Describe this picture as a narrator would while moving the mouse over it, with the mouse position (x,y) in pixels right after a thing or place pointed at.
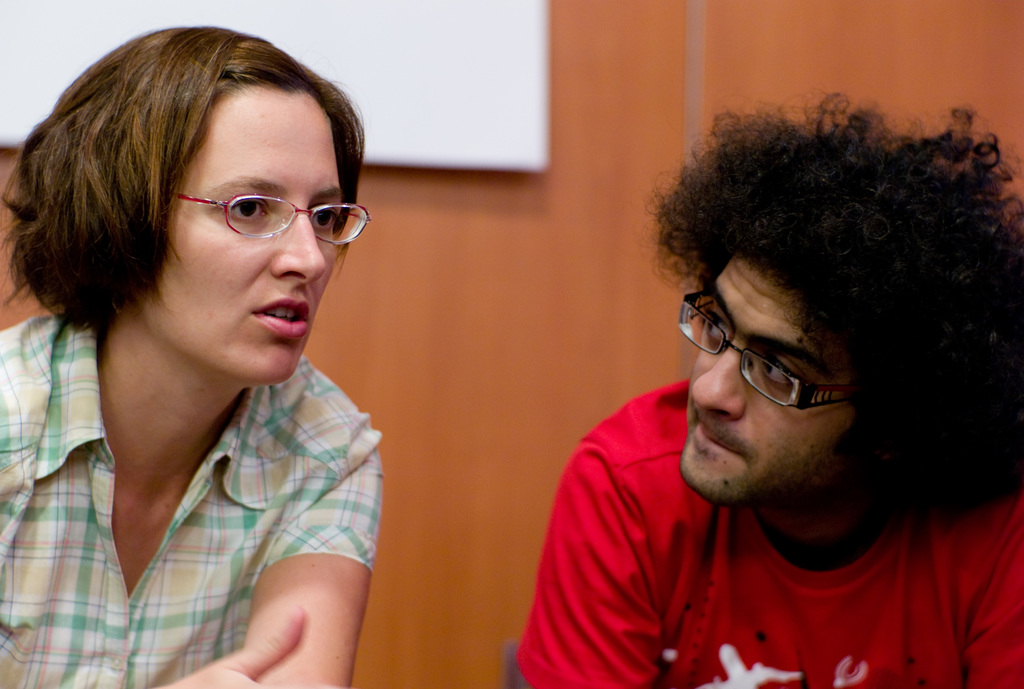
In this image I can see two people (847,418) are wearing different color dresses (561,487). I can see the white color object (435,121) to the brown color wall (510,346).
